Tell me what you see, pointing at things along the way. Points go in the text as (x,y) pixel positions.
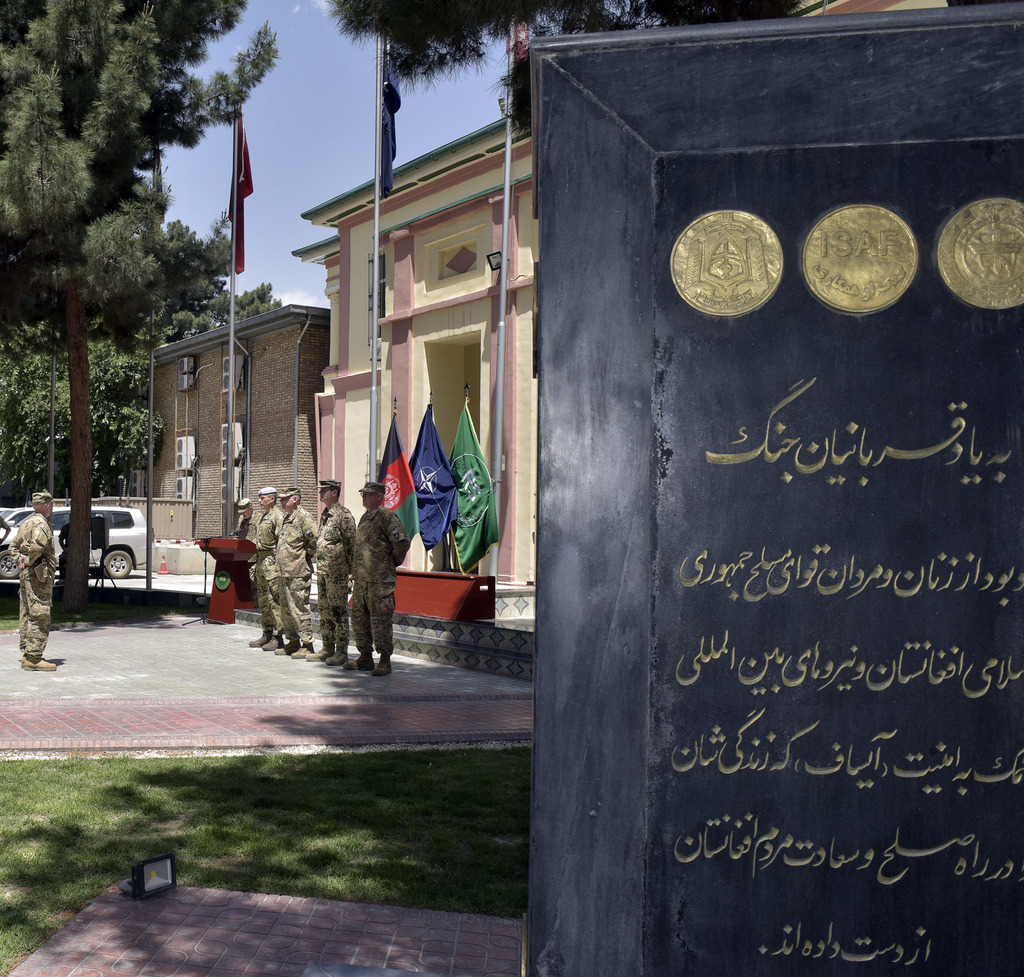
In this picture i can see a stone memorial (778,393) on the right side of the picture (819,360) on the left side of the picture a person (24,661) standing. He is facing towards the other five persons (267,617) who are standing in the center of the picture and I can see a building (393,397) behind the persons (242,515) standing and I can see three flags (477,450) just before the building (505,410) and I can see the top of the picture (307,60) is sky (307,47) and I can see two trees (100,120) at the top of the picture (425,21).
